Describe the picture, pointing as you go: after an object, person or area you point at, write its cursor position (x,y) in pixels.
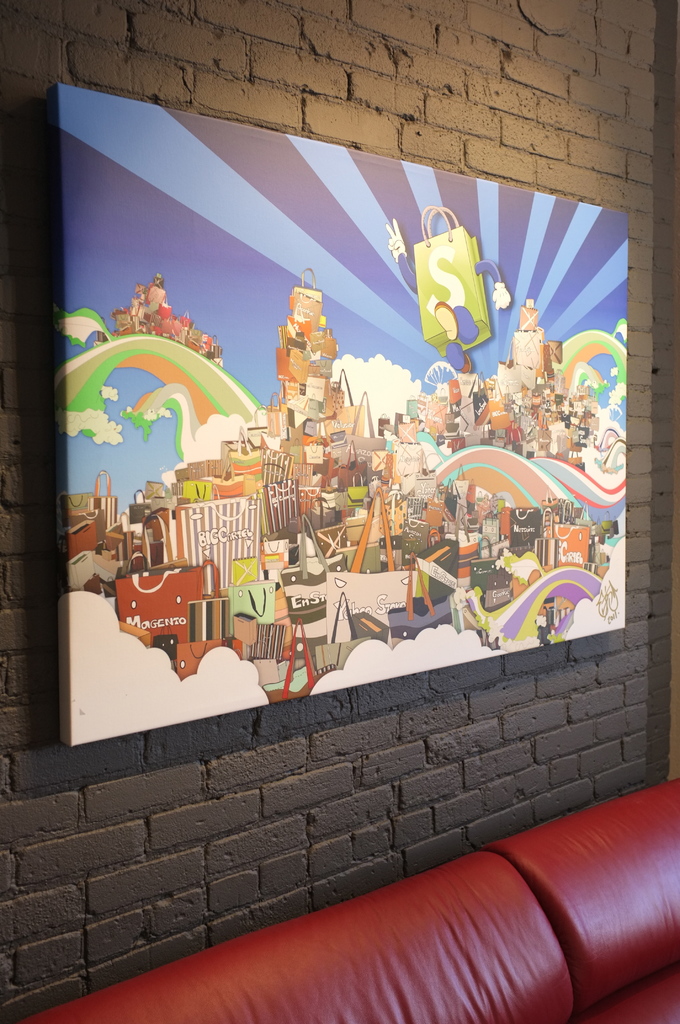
There is a sofa (365,1014). We can see on the background (299,806) there is a wall (310,784) and photo frame (356,676).
